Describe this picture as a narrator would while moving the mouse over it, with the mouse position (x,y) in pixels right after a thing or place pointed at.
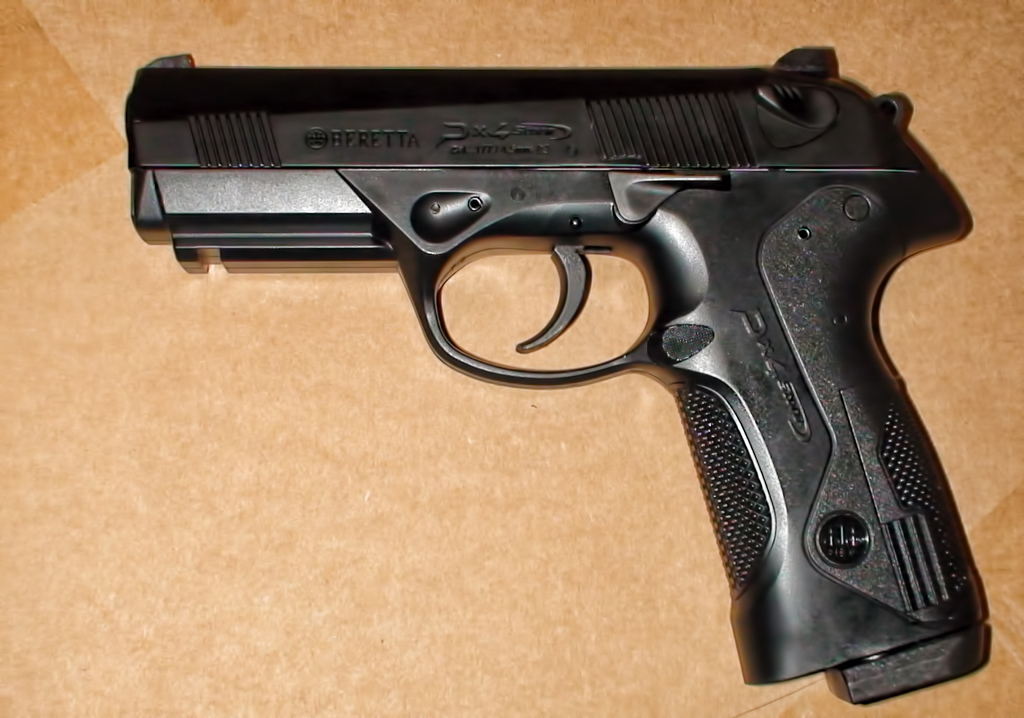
In this image, we can see a gun (809,471) on cardboard surface (902,57).
